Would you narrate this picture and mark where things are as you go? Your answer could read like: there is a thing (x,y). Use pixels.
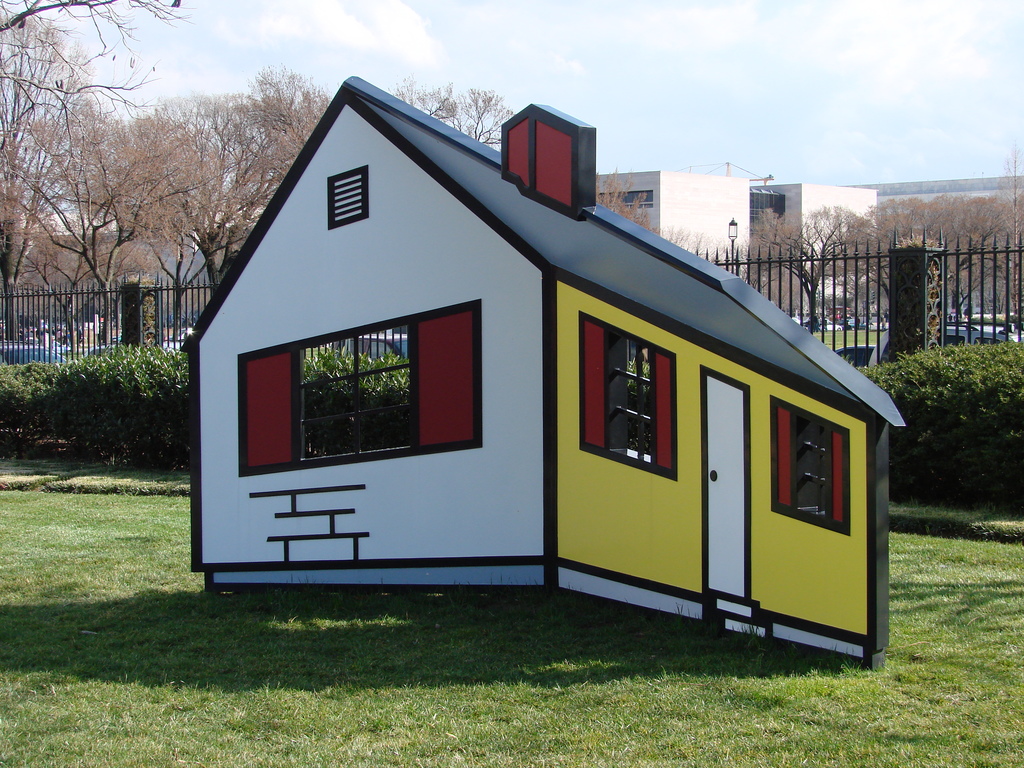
In this picture we can see a house (300,486) with windows (675,376) and a door (738,452), grass (181,667), fence (895,315), trees (10,169), buildings (815,209), vehicles (966,335) and in the background (771,123) we can see the sky (771,123) with clouds (926,48).
